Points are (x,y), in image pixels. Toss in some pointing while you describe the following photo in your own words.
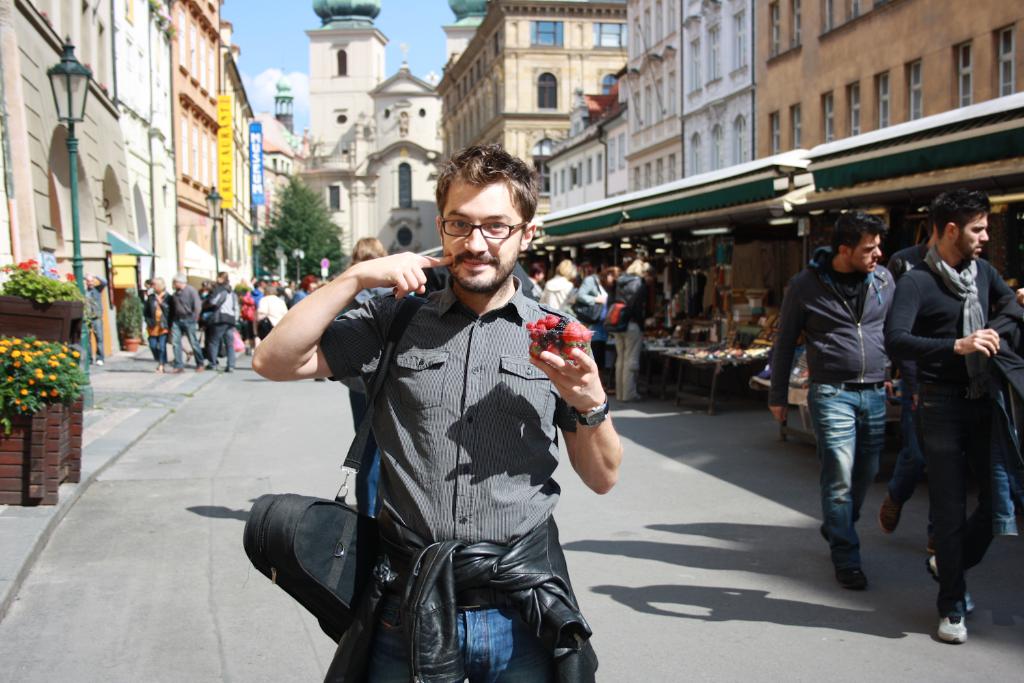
In this image I can see a person (478,421) wearing black and blue colored dress (479,438) and black colored bag (350,563) is standing and holding an object (568,336) in his hand (576,355). In the background (271,431) I can see the road (260,398), few persons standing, few plants (57,367), few orange colored flowers (64,353), few boards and few buildings (191,133) on both sides of the road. I can see a tree (289,192) and the sky (300,37).
